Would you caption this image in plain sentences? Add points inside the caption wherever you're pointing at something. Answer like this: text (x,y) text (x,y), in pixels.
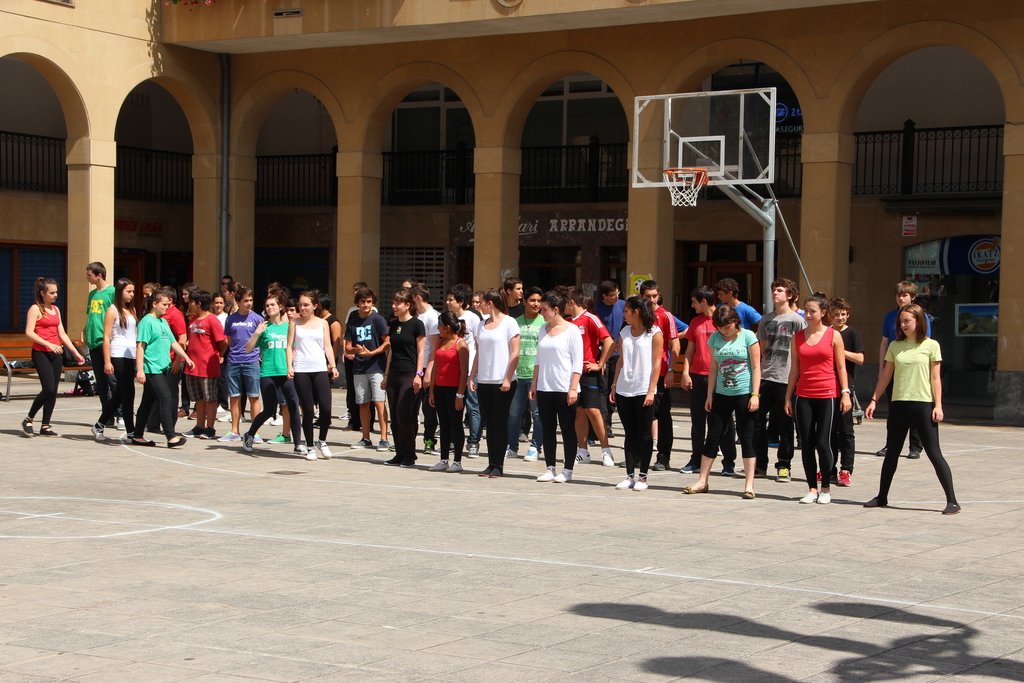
In the foreground of this image (713,413), there are persons (351,407) standing on the basket ball court (284,461) and few (129,403) are walking. In the background (350,147), there are arches (488,134), a pole (729,192), basket (689,192) to the pole (757,217), railing (592,168) and the wall (892,219).
